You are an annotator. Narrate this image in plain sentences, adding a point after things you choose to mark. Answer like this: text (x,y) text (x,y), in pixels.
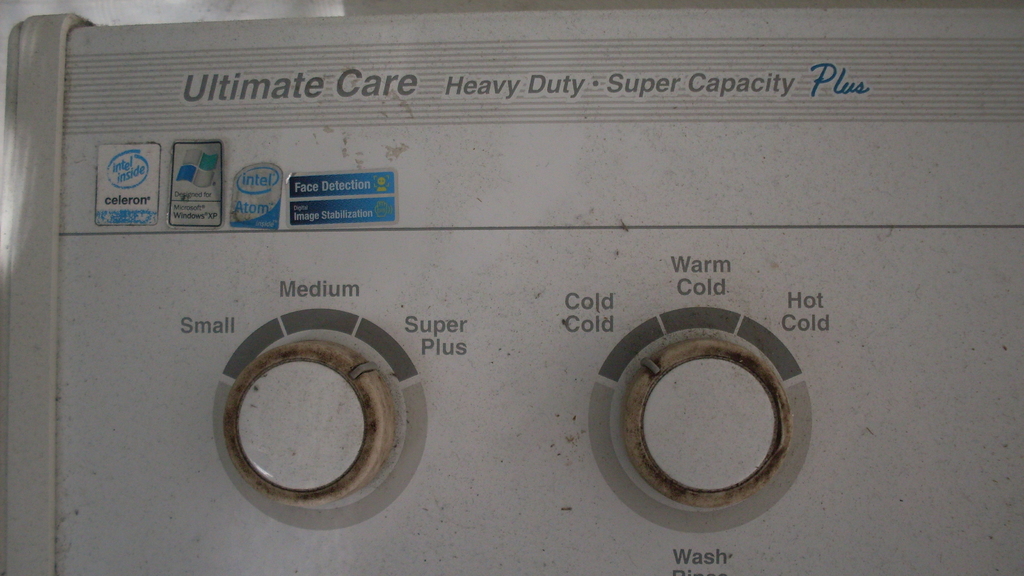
In this image we can see buttons (345,397) and some text (239,177).
